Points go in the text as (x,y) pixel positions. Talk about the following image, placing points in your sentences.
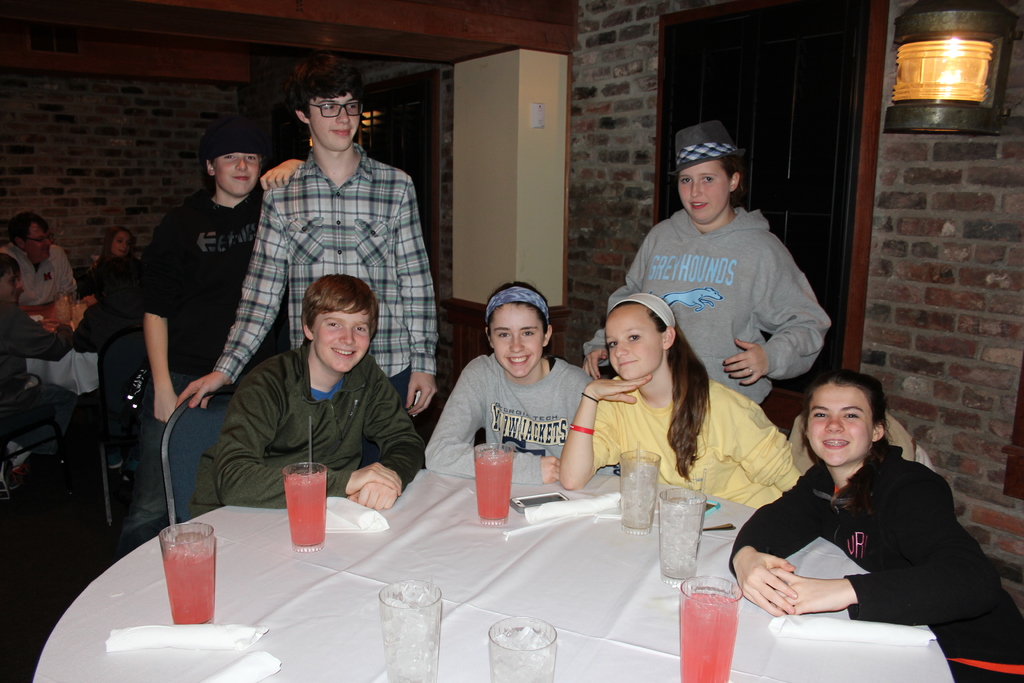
In the image we can see there are people (854,470) who are sitting on chair (189,438) and at the back (709,281) the people (166,416) are standing and on the table (370,599) there are juice glasses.
